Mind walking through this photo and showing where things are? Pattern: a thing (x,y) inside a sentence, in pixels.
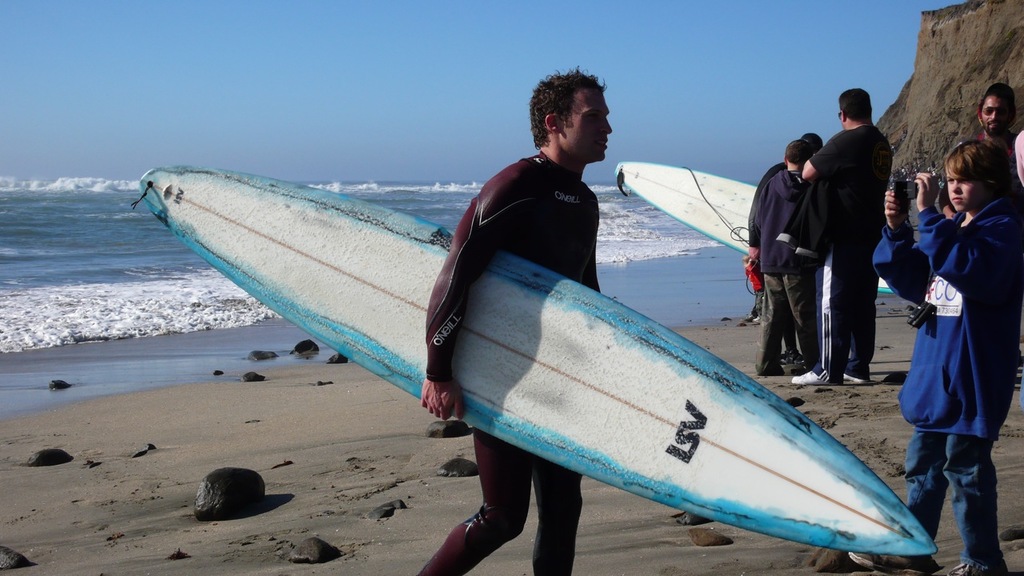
In this image I can see the sand (329,436), few stones (238,474), few persons (901,272), few of them are holding surfboards (744,209) and a person (899,208) is holding a camera (901,183). In the background (59,254) I can see the water (94,231), a mountain (960,55) and the sky (704,15).
